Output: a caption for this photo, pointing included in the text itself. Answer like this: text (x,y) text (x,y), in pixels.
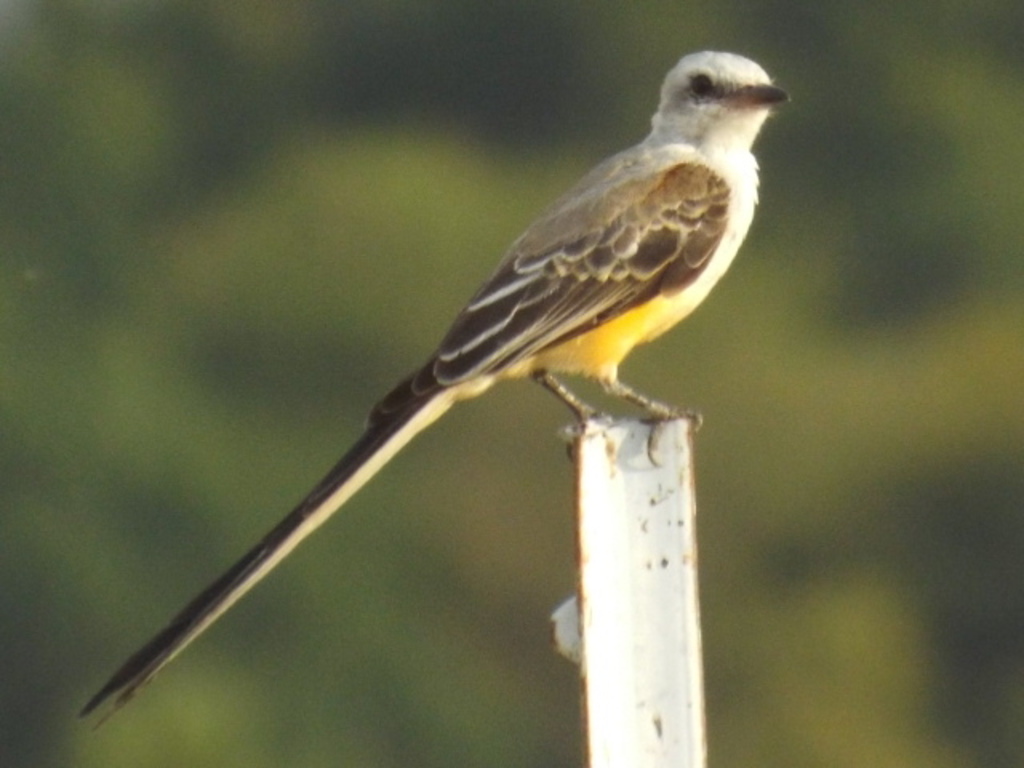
In this picture there is a small bird (664,292) sitting on the iron rod (620,588). Behind there is a blur background (919,262).
